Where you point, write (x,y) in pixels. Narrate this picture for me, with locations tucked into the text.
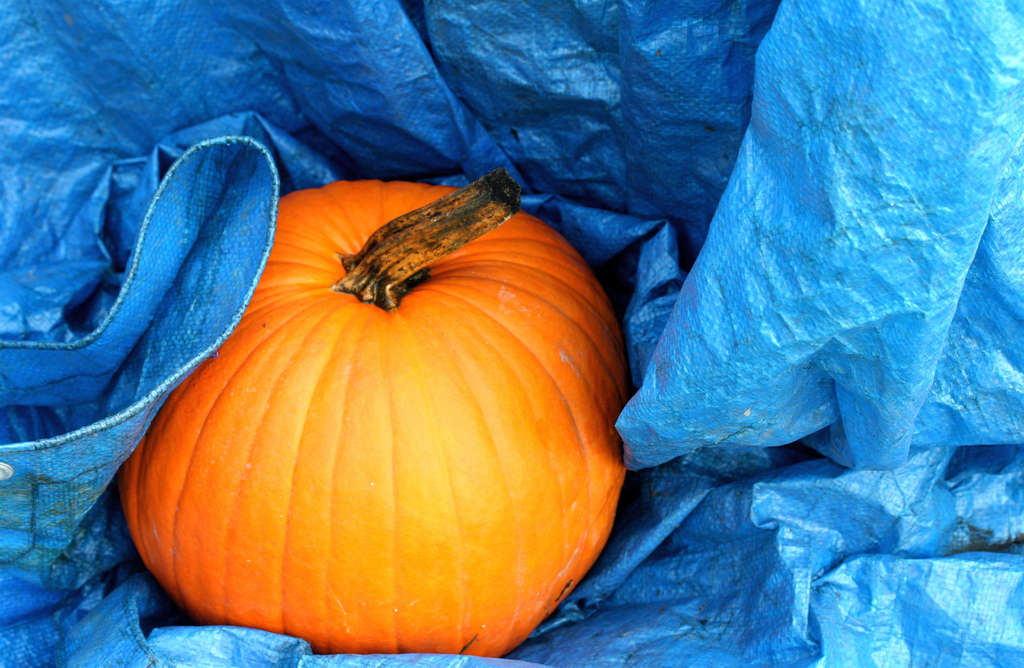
In the image there is a pumpkin (316,414) kept on a blue sheet (753,359).
